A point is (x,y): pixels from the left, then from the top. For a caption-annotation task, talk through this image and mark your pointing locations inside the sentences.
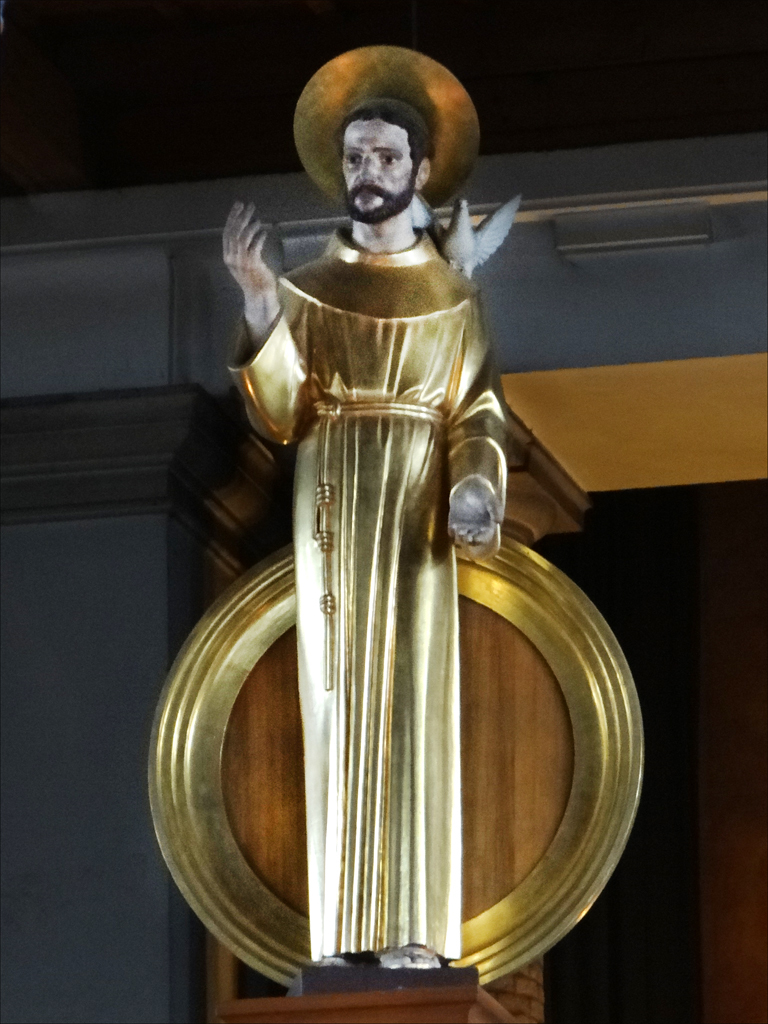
In this image I can see sculpture of a man (368,344) which is in golden colour. I can also see sculpture of a bird (462,273) which is in white colour.
